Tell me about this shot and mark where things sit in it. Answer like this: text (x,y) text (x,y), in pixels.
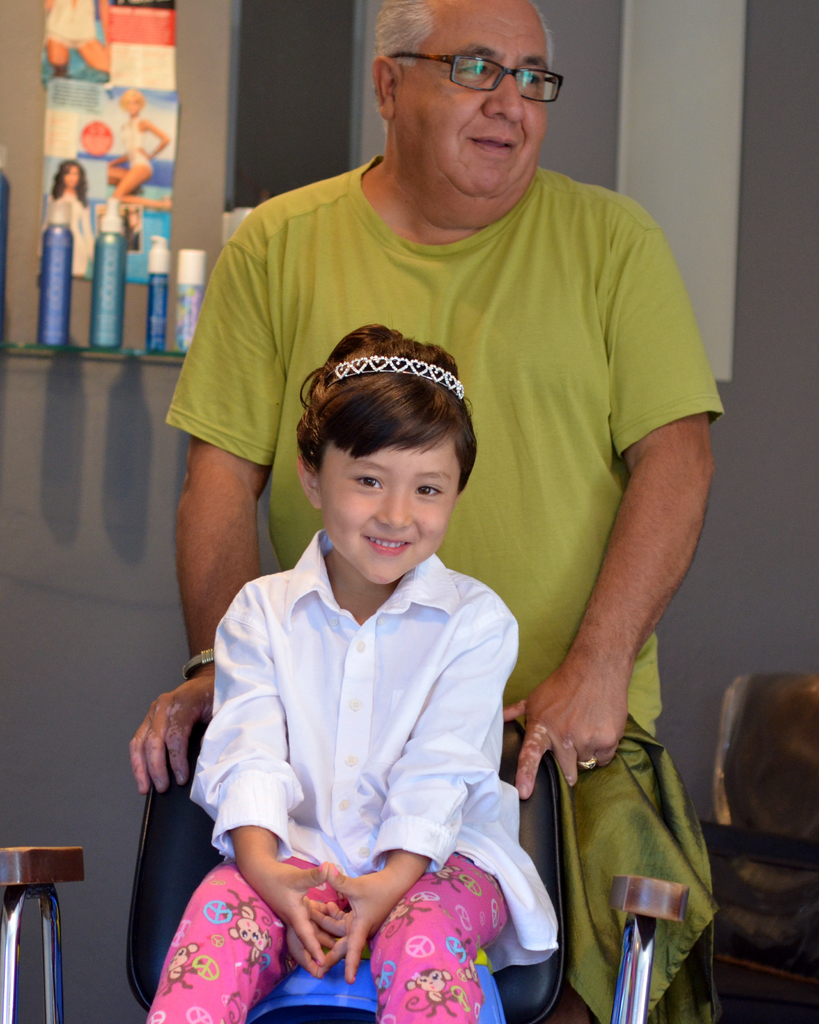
In the background (119,76) we can see the posters (119,70) on the wall (10,337). We can see bottles (58,292) are placed on the glass rack (12,348). We can see a man (575,364) wearing spectacles (558,94) and t-shirt (612,251), standing near to the chair (550,771). He laid his hands (561,753) on the chair (535,802). We can see a girl (217,740) wearing white shirt (254,784) and a hair band (381,369) is sitting on the chair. In the bottom right corner (747,808) we can see an object (743,791).
